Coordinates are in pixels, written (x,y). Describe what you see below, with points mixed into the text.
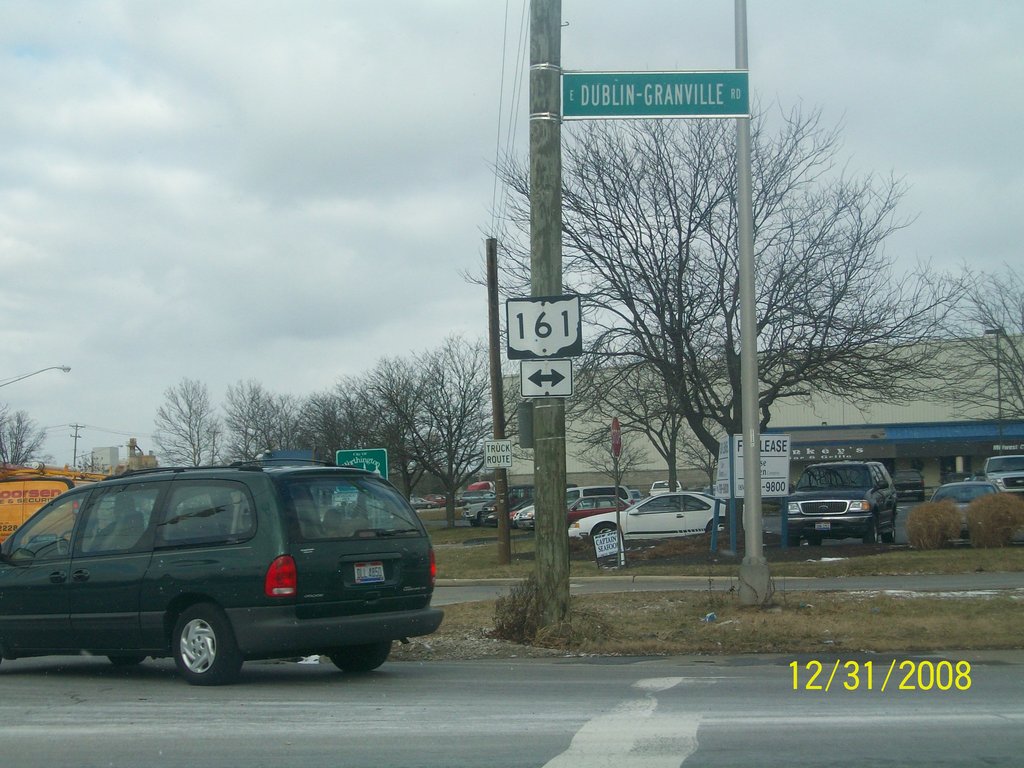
In this image we can see many vehicles (877,504). A person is driving a car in the image. There are many trees (390,384) and plants (1011,516) in the image. There is the cloudy sky (589,341) in the image. There is a street light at the left side of the image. There are few cables (88,428) are connected to the electrical pole (75,451). There are a few houses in the image. There are few boards (575,341) in the image.
